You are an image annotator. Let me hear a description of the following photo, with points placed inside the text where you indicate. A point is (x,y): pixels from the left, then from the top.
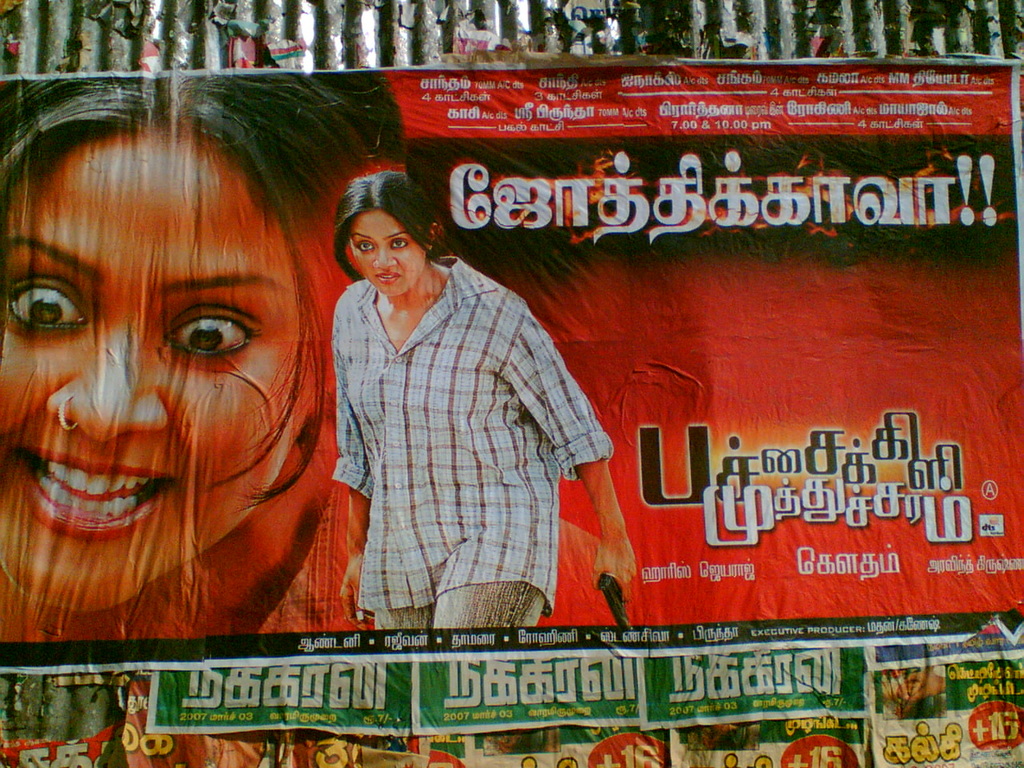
This picture seems to be clicked outside. In the foreground (16,195) we can see a banner (758,94) on which we can see the text (817,463) and the pictures (405,411) of persons (418,401) and the pictures (902,666) of some other items (242,709). In the background (231,27) we can see some other objects (507,49).
